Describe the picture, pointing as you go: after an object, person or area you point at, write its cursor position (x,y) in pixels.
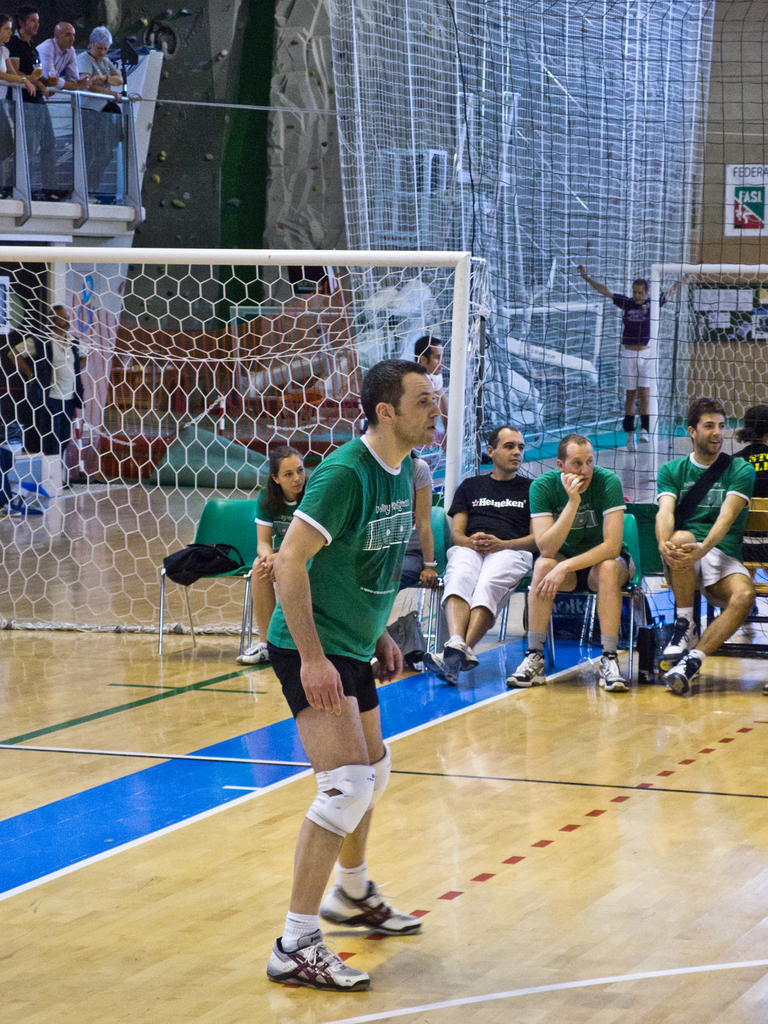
In this image, I can see few people (327,731) standing and few people (487,599) sitting on the chairs (204,529). There are sports nets (519,275), bags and few other objects (75,171). In the top left corner of the image (89,189), I can see a group of people (43,186) standing. On the right side of the image (729,236), I can see a board (759,231) attached to the wall (710,178).
